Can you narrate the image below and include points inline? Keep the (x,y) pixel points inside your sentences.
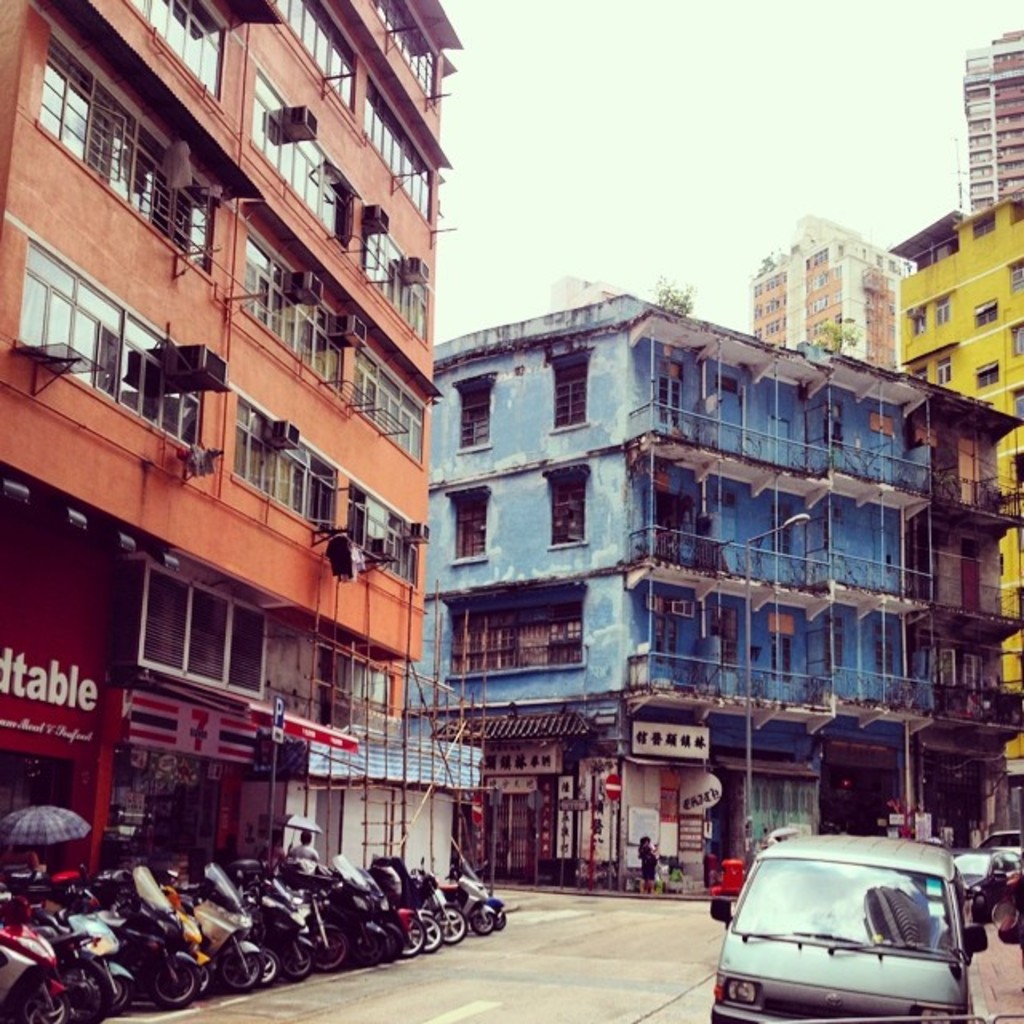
In the center of the image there are cars (878,912) on the road (699,994). On the left (73,985) we can see bikes (238,917) in a row. In the background (234,565) there are buildings (796,336), trees (673,305) and sky (712,117).
